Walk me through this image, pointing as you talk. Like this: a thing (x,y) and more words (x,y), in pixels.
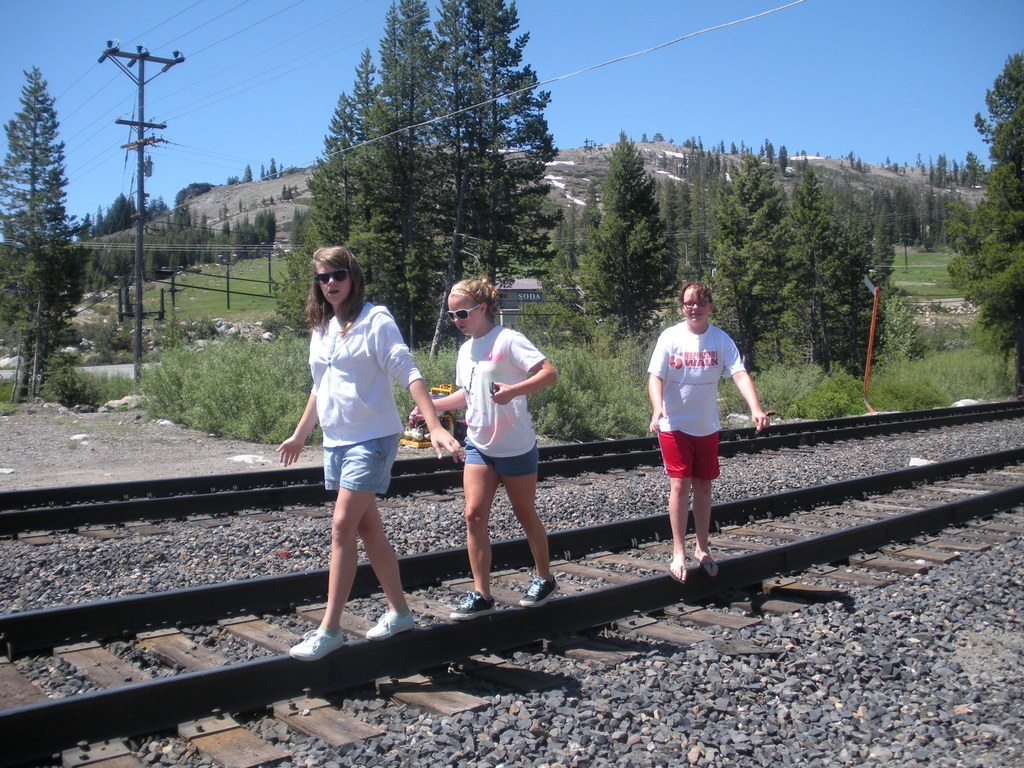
This picture shows few women (482,317) walking on the railway track (310,594) and we see they wore sunglasses (459,317) and a woman (689,321) wore spectacles (692,302) on their faces (701,314) and we see trees (614,289) and a electric pole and we see a blue sky (685,108).
